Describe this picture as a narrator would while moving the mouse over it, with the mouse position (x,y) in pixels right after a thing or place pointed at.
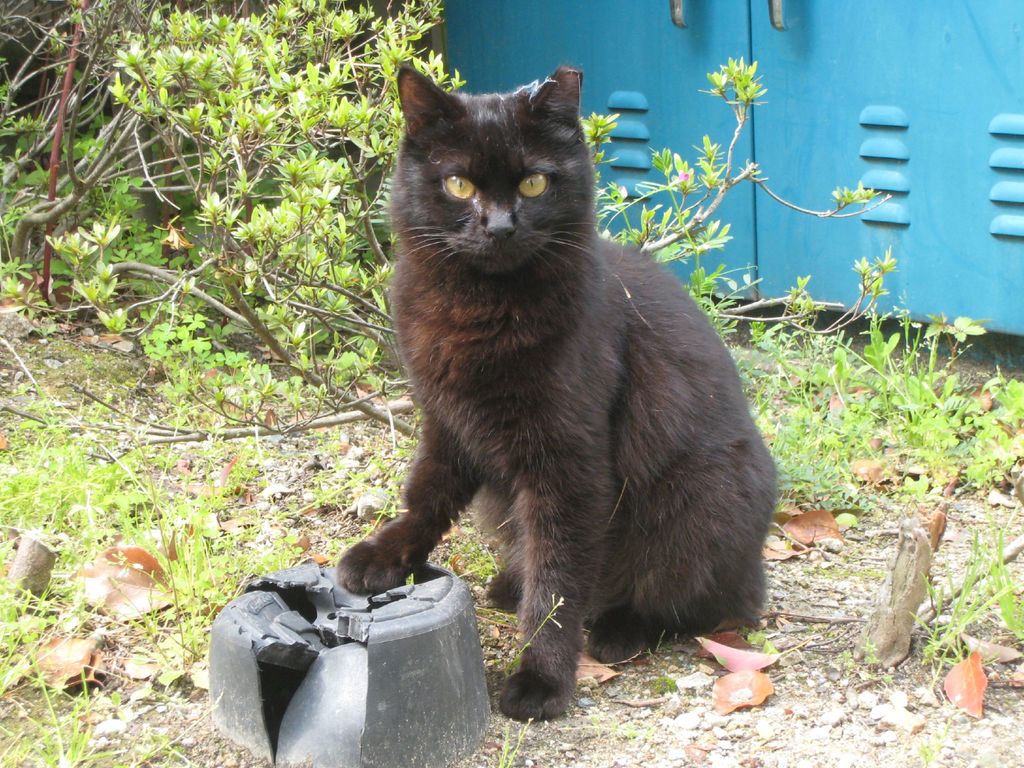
This picture shows a black cat (616,407) and we see trees (183,129) and a metal box (967,7) on the side and we see grass (743,355) on the ground (987,363).
